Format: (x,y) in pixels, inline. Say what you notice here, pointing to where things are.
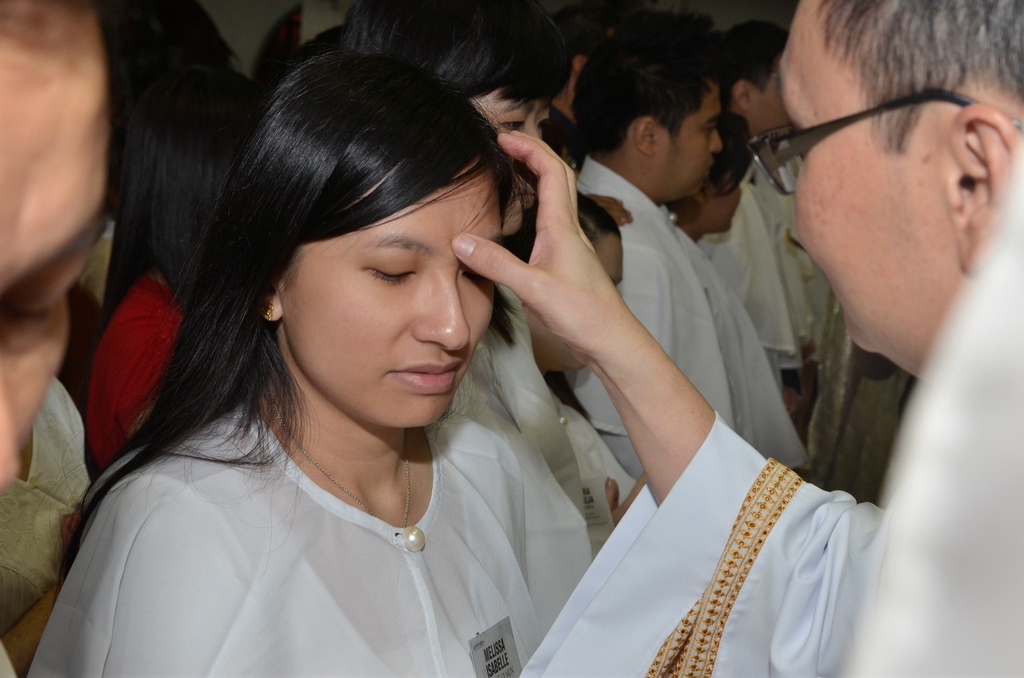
In the picture I can see a person (789,604) wearing a white color dress (913,528) and spectacles (786,158) is standing on the right side of the image (757,612) and we can see a woman (402,575) wearing white color has closed her eyes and standing here. In the background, we can see a few more people (736,132).
